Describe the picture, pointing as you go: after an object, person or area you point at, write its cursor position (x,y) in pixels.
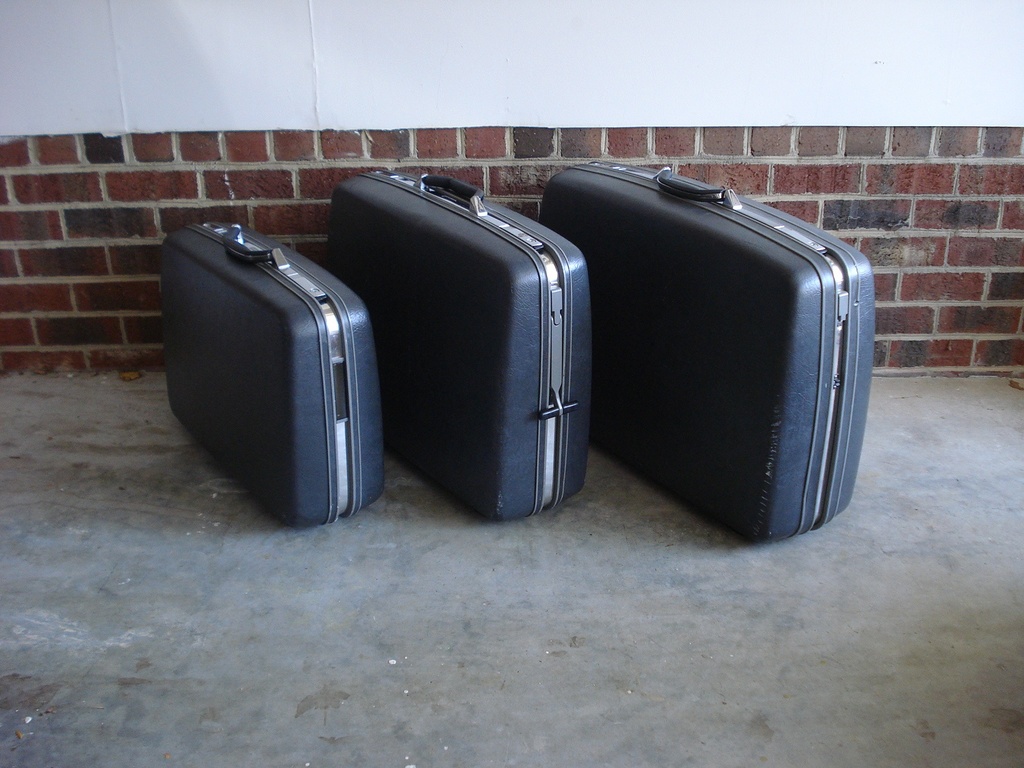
In this picture there are three suitcases (452,355) of different sizes and in the background (888,174) there is a brick wall (967,333).
